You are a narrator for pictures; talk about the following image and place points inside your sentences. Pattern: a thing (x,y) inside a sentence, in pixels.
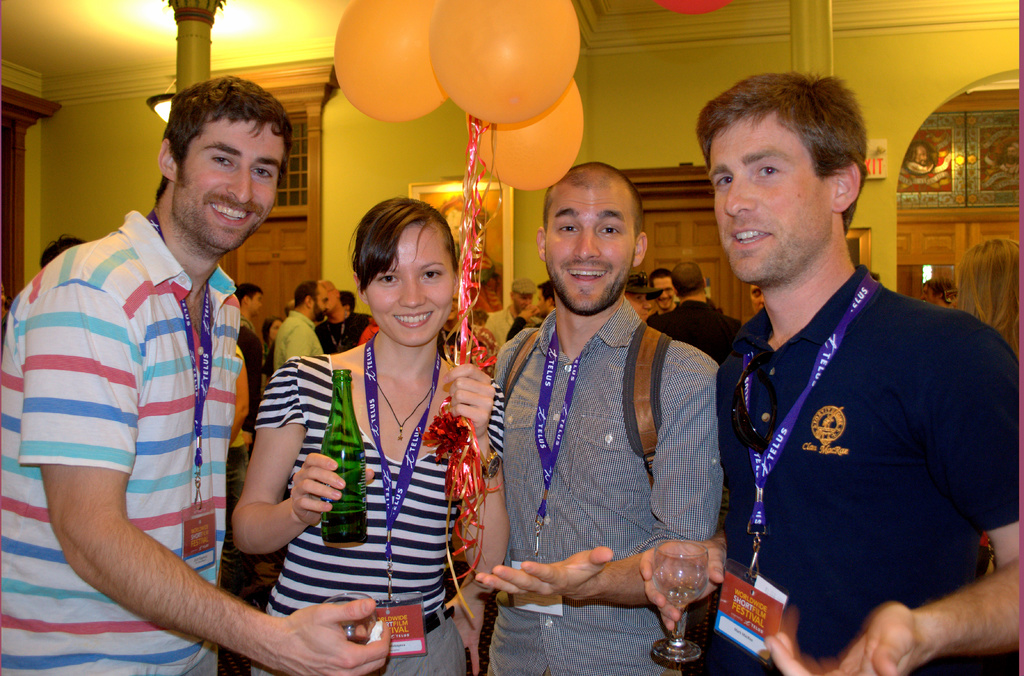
In the image it looks like a party and there are four people (758,428) in the foreground (728,452), they are standing and posing for the photo, behind them there are many other people (537,304), in the background (62,117) there is a wall (450,119) and in between the wall (417,122) there are two doors (278,242) and there is a frame (452,185) attached to the wall (461,171).
